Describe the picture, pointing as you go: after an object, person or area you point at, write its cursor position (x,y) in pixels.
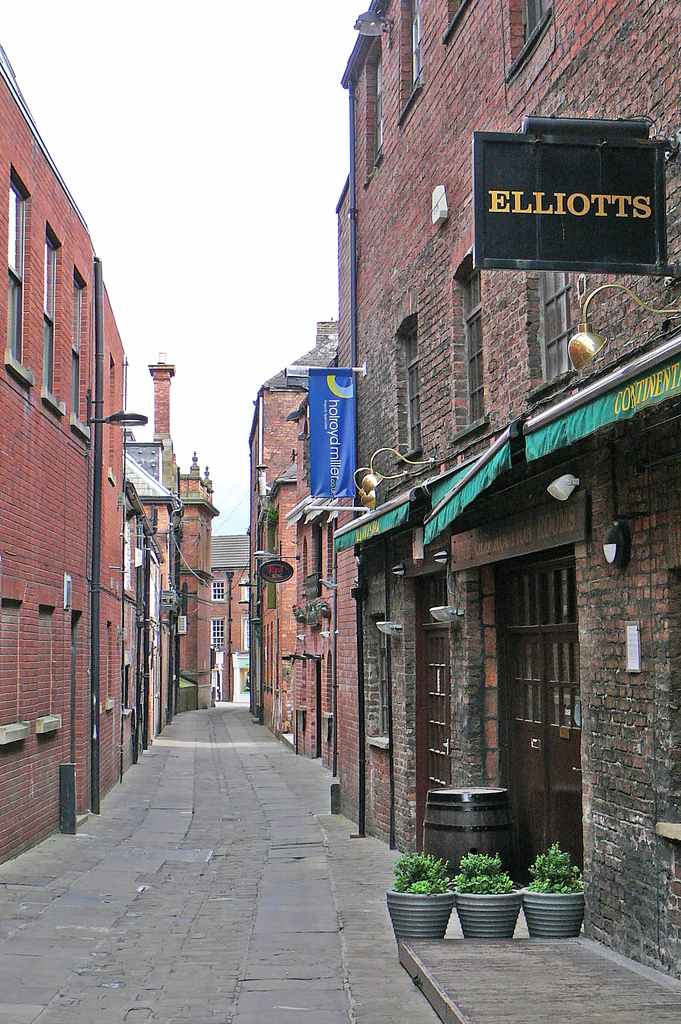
In this image we can see the road (224,734). And we can see the buildings (516,869) with brick walls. And we can see the flower pots (482,868). And we can see the sky (201,180), lights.
